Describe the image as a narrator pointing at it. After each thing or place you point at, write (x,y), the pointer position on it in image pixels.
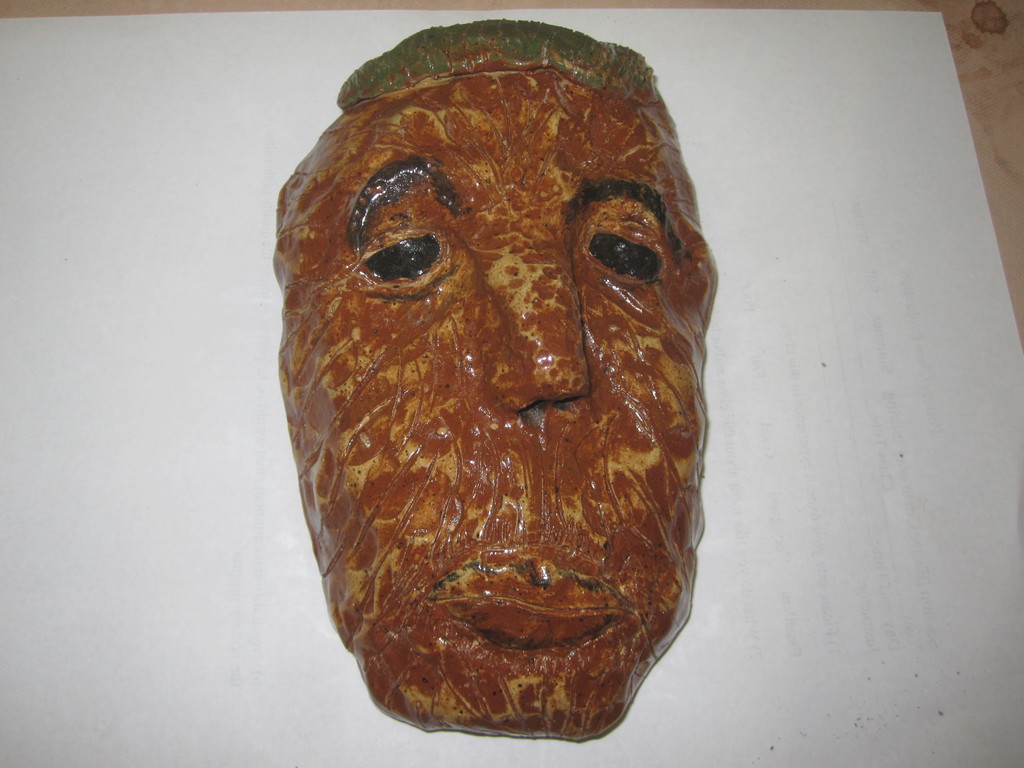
In this image I can see a sculpture (383,363) of a person's face (460,292) on a white surface (847,357).
